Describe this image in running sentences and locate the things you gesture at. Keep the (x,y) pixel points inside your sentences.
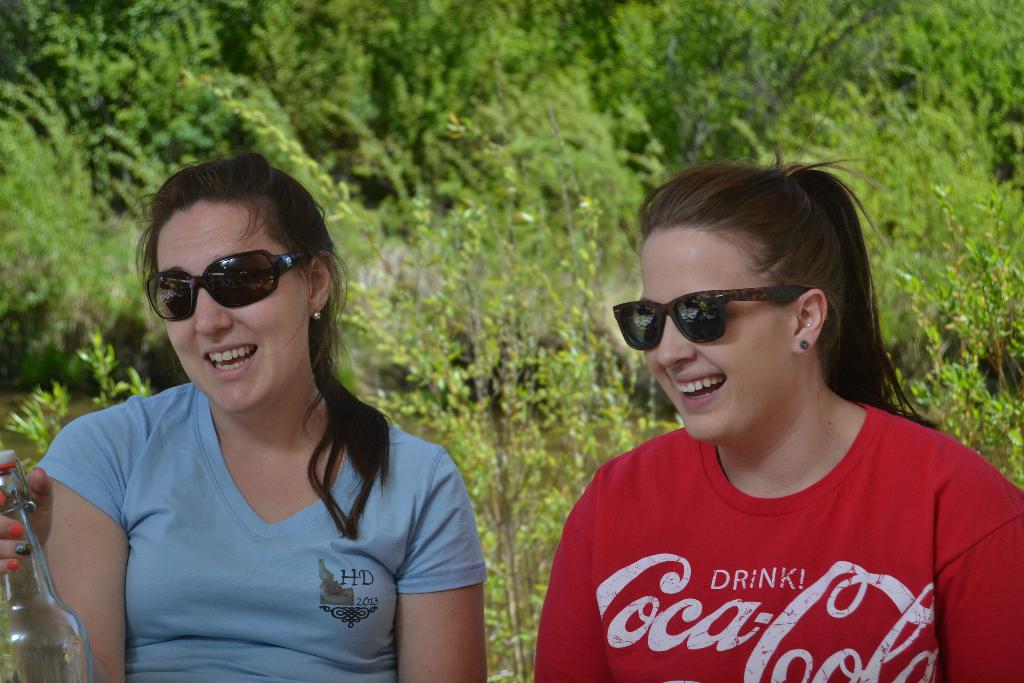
In this picture there are two women (162,492) smiling and wore goggles (702,324), among them one woman (259,543) holding a bottle (31,616). In the background of the image (395,242) we can see plants (583,163) and trees (1016,178).
